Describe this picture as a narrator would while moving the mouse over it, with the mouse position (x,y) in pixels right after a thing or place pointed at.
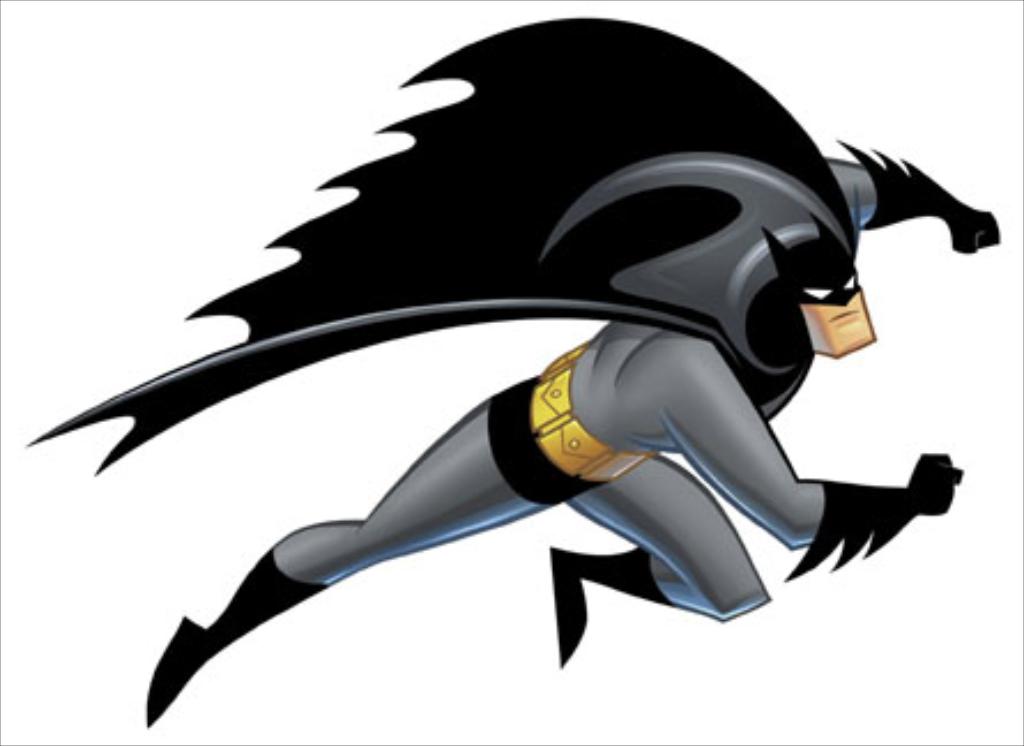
In this image I can see the batman (663,418) with black and ash color dress (660,345). He is flying the air (504,356). And this is a digital art.
